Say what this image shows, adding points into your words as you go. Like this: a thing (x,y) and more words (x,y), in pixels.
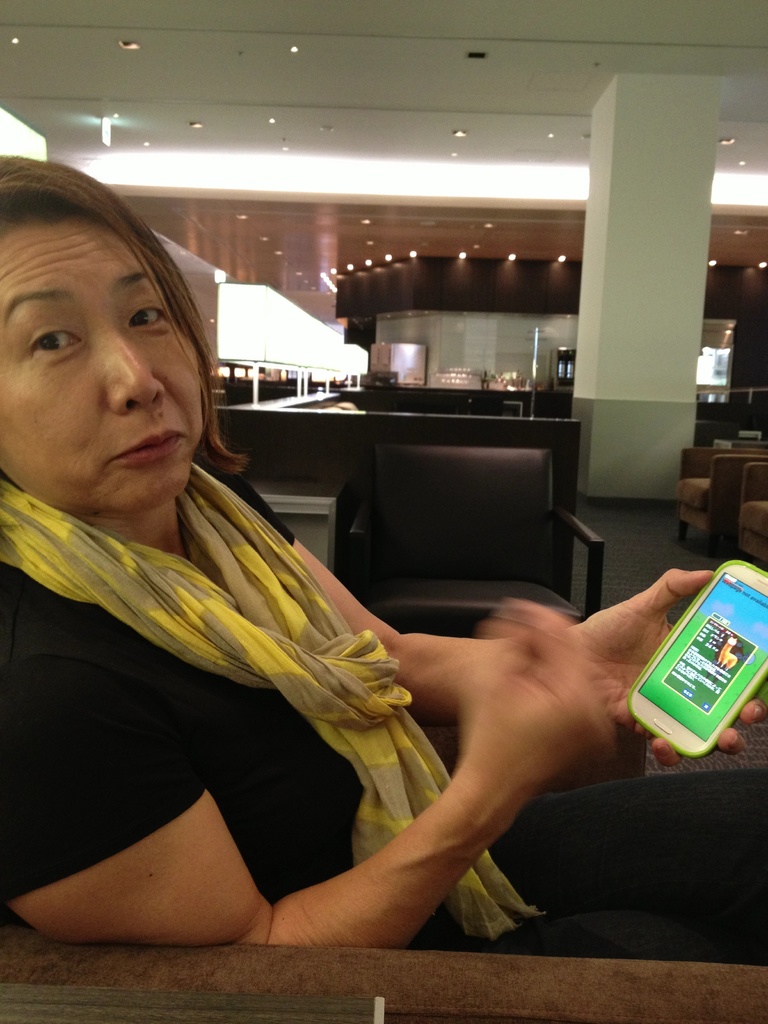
In this picture we can a lady (284,664) wearing a stole (275,635) around his neck (171,520). She is wearing a black t-shirt (206,754). On her left hand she is holding an android mobile phone (706,660). We can see black chair (496,529) in the middle (494,513). In the background (410,367) we can see reception kind of thing (462,373). TO the right most corner (720,476) there are some sofas (725,492). And we can also see a pillar (612,309). And to the top of that roof (465,144) we can see small lights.
